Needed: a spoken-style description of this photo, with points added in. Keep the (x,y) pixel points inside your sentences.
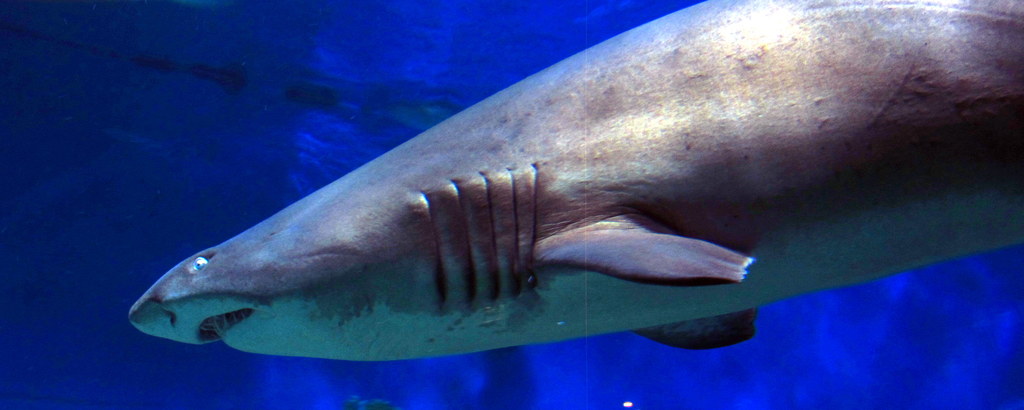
In this image we can see a fish (508,173) in water (832,336).
